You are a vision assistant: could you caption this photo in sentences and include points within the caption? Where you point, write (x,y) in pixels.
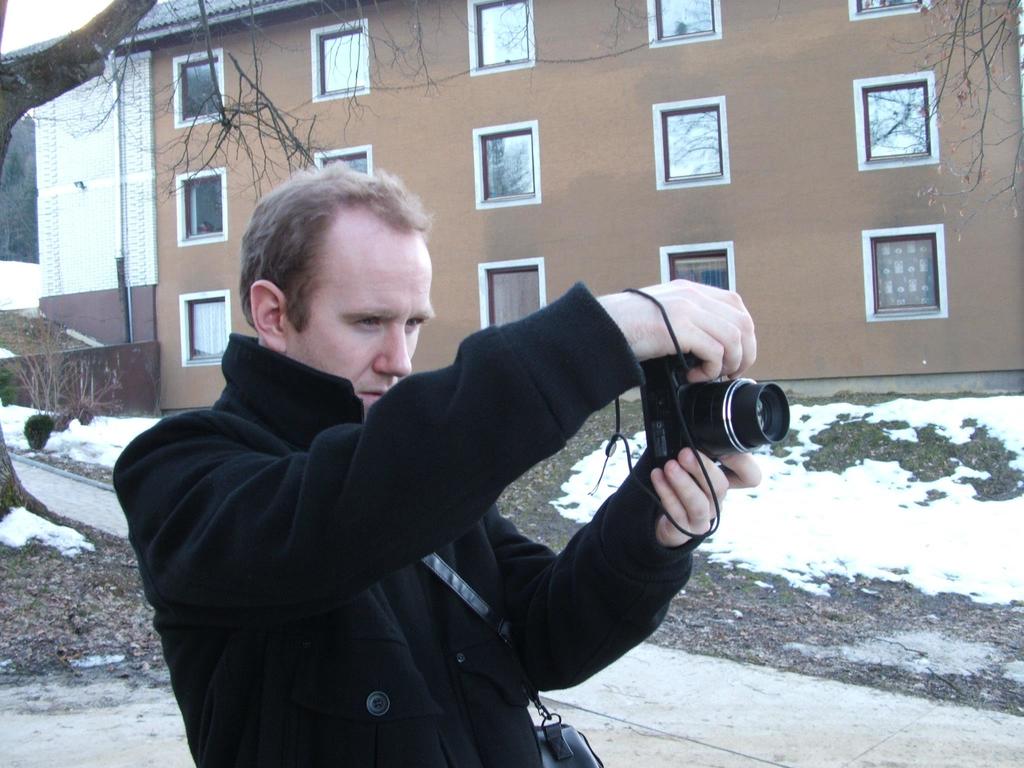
In this image the person (746,484) is holding the camera (679,404) he is wearing the black coat (322,576) and holding some bag (547,739) behind the person (427,287) some building (706,174) is there and background is very cloudy.
